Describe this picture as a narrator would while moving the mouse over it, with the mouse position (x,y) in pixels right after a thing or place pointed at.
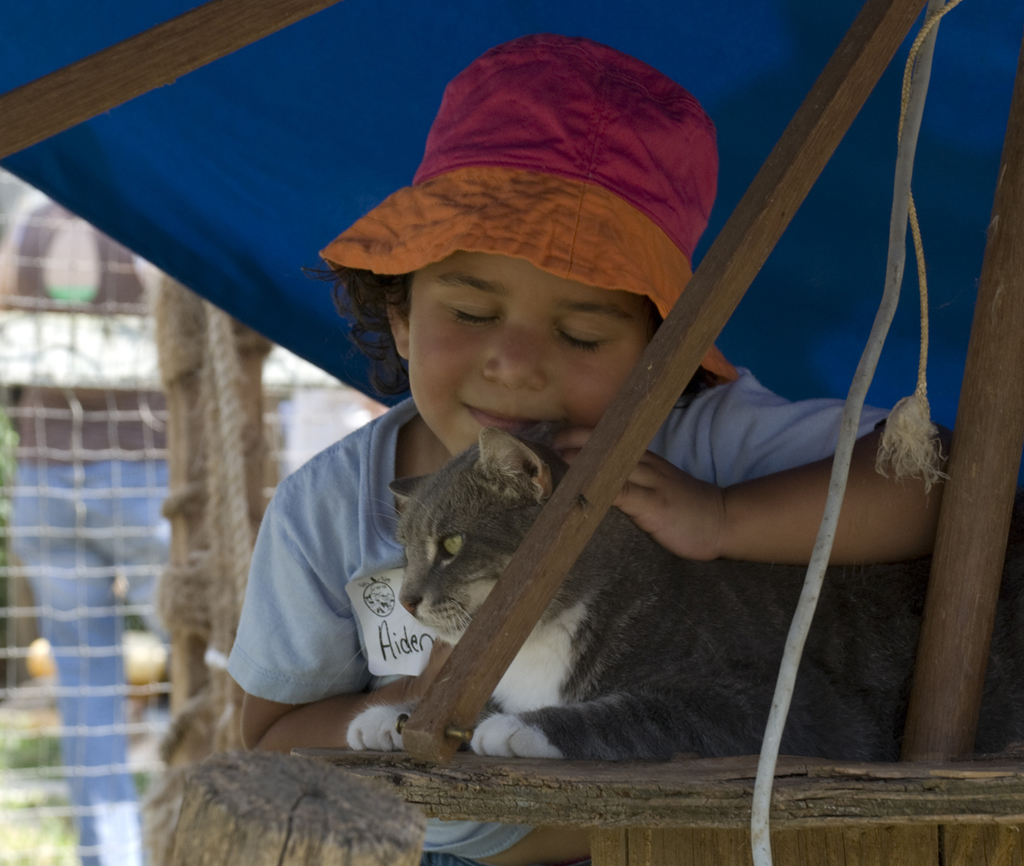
This picture is clicked outside. In the foreground (464,477) we can see a kid (482,396) wearing blue color t-shirt (355,535) and seems to be standing with his one hand (719,549) on the cat (606,574). The cat (709,578) is sitting on a wooden plank (511,764) and we can see the wooden sticks (519,606) and a blue color tent (348,192). In the background (312,441) we can see the mesh (140,628) and a person (138,432) seems to be standing on the ground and we can see many other objects (23,345).
